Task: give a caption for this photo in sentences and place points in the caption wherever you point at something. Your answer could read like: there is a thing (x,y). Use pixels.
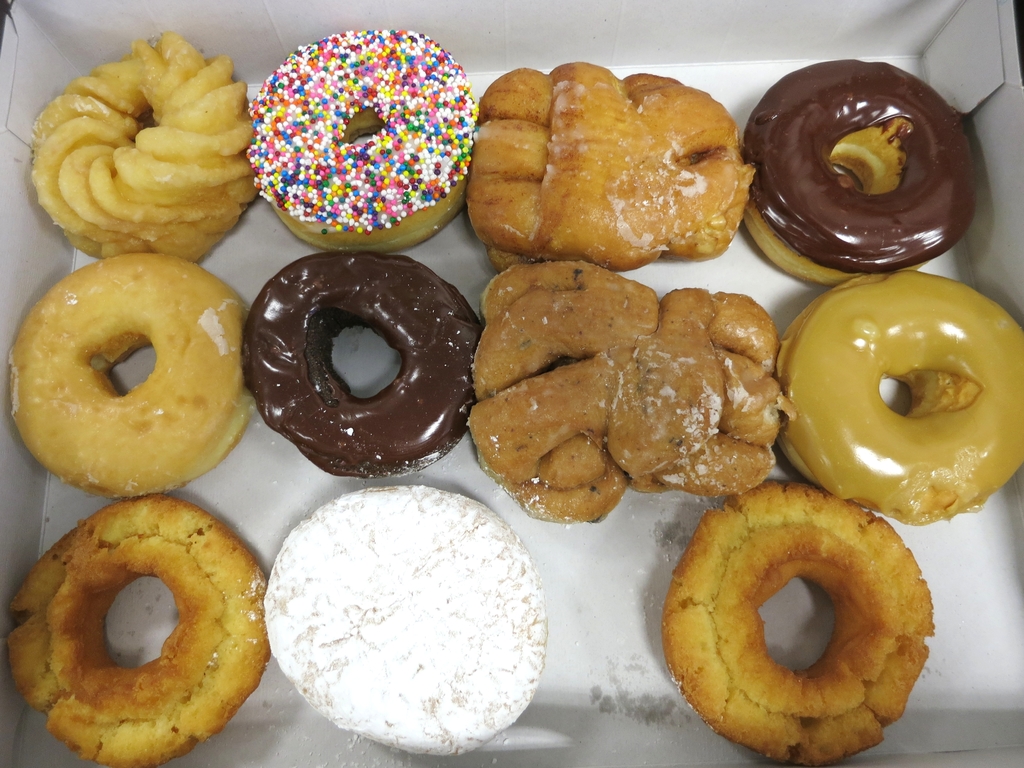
In this image we can see group of donuts (479,200) placed in a box (90,503).
